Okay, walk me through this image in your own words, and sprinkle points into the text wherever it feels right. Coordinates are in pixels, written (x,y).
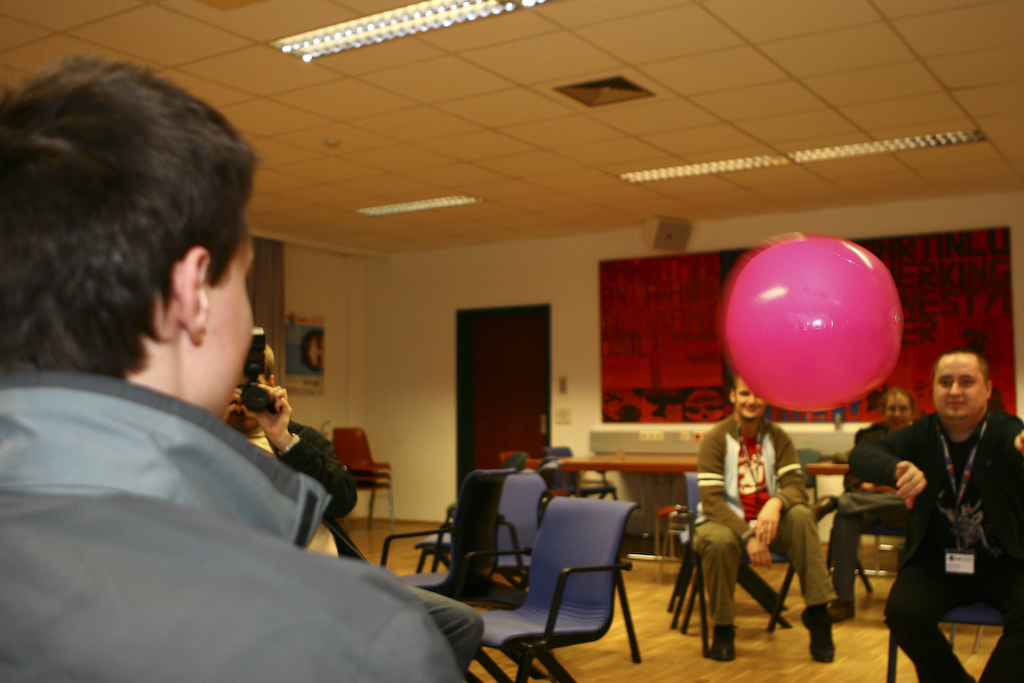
In this image i can see a person (930,463) playing with a balloon (840,366) with the other person (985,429) at the back ground (313,462) i can see a camera (250,375), a man (313,462), few chairs (547,484), door (508,377), wall (404,324) at the top (389,206) i can see a light (391,208).
